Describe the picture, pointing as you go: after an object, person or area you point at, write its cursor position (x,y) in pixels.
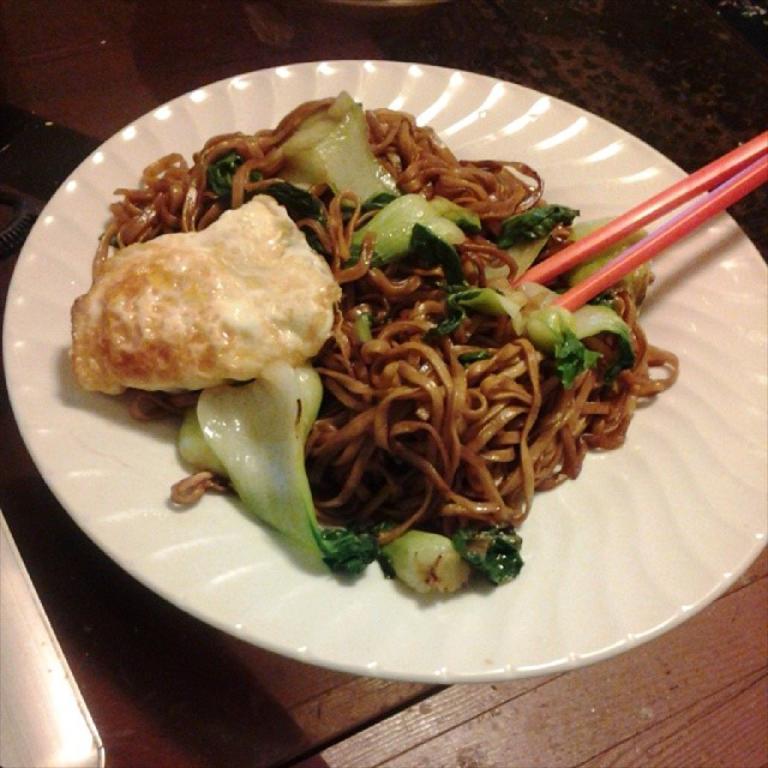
In this picture we can see a plate (567,636), we can see chopsticks (599,278) and some food (516,254) placed in this plate (624,571), at the bottom (602,744) there is wooden surface (574,696).
